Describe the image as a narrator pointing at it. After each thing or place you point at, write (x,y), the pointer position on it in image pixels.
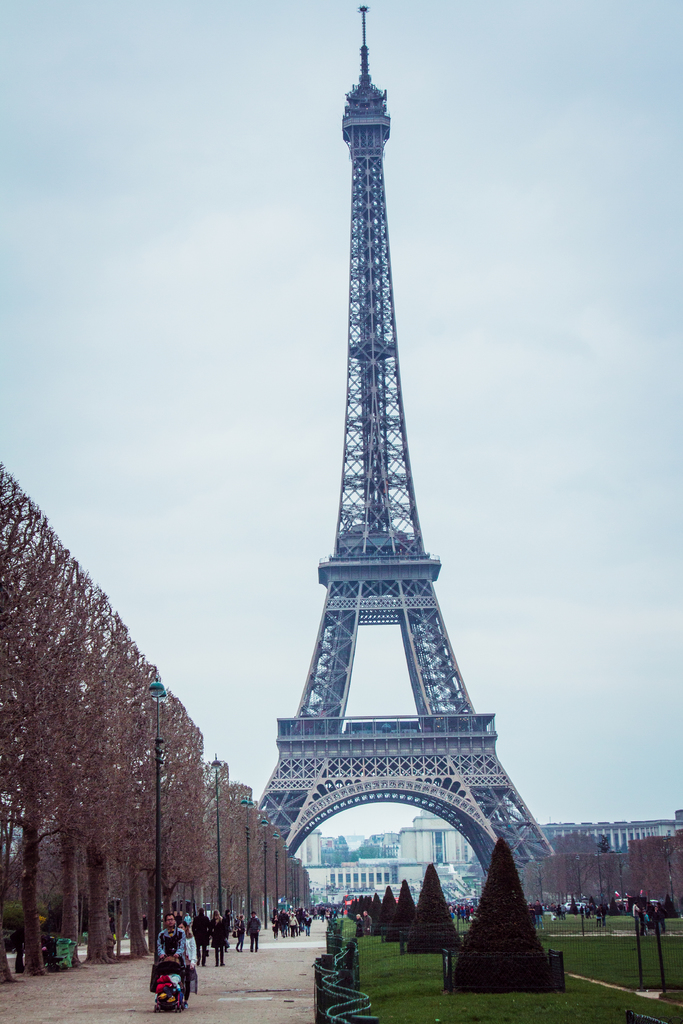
In this image we can see trees (518,952), plants (534,983), grass (490,1019), poles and few persons (194,929). In the background (184,750) we can see trees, buildings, Eiffel tower (340,634), objects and clouds (547,362) in the sky (371,814).
